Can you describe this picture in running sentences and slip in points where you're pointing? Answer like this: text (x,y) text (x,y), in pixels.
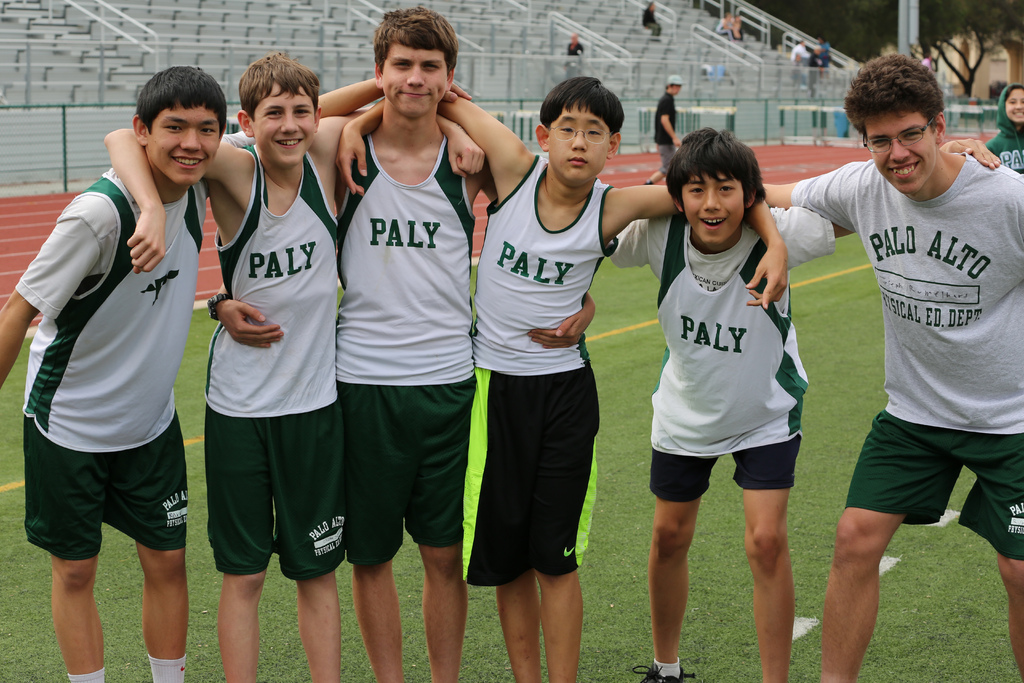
In this image, we can see a group of people (927,386) are standing and watching. Few people (419,292) are smiling. Background we can see people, stadium (24,101), fence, rods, trees (932,23) and pole (907,6).
